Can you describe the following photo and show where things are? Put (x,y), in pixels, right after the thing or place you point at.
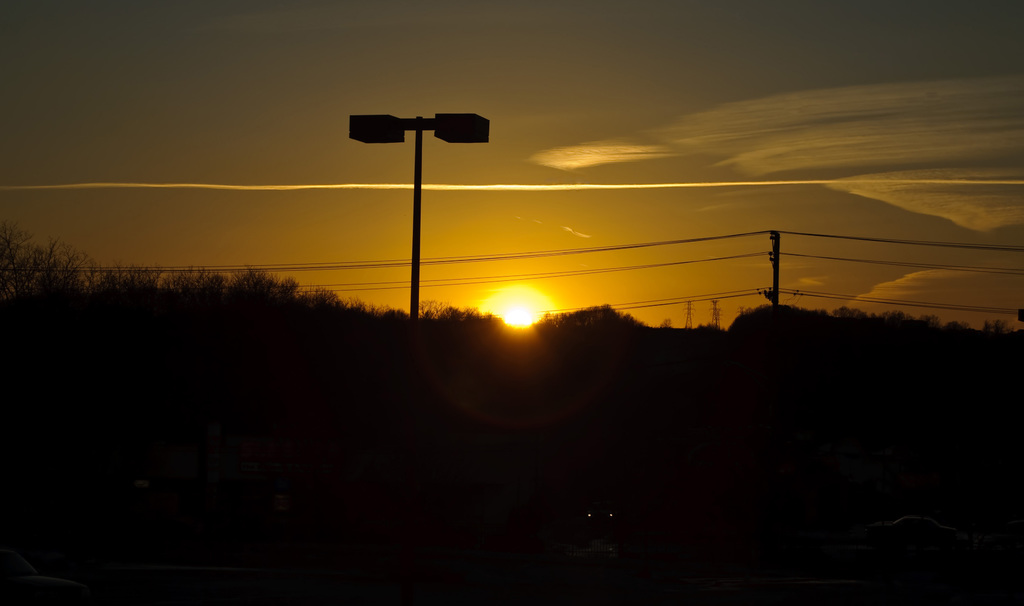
As we can see in the image there are trees (207,343), street lamp (378,130), sun (515,314) and sky (556,27). The image is little dark.
